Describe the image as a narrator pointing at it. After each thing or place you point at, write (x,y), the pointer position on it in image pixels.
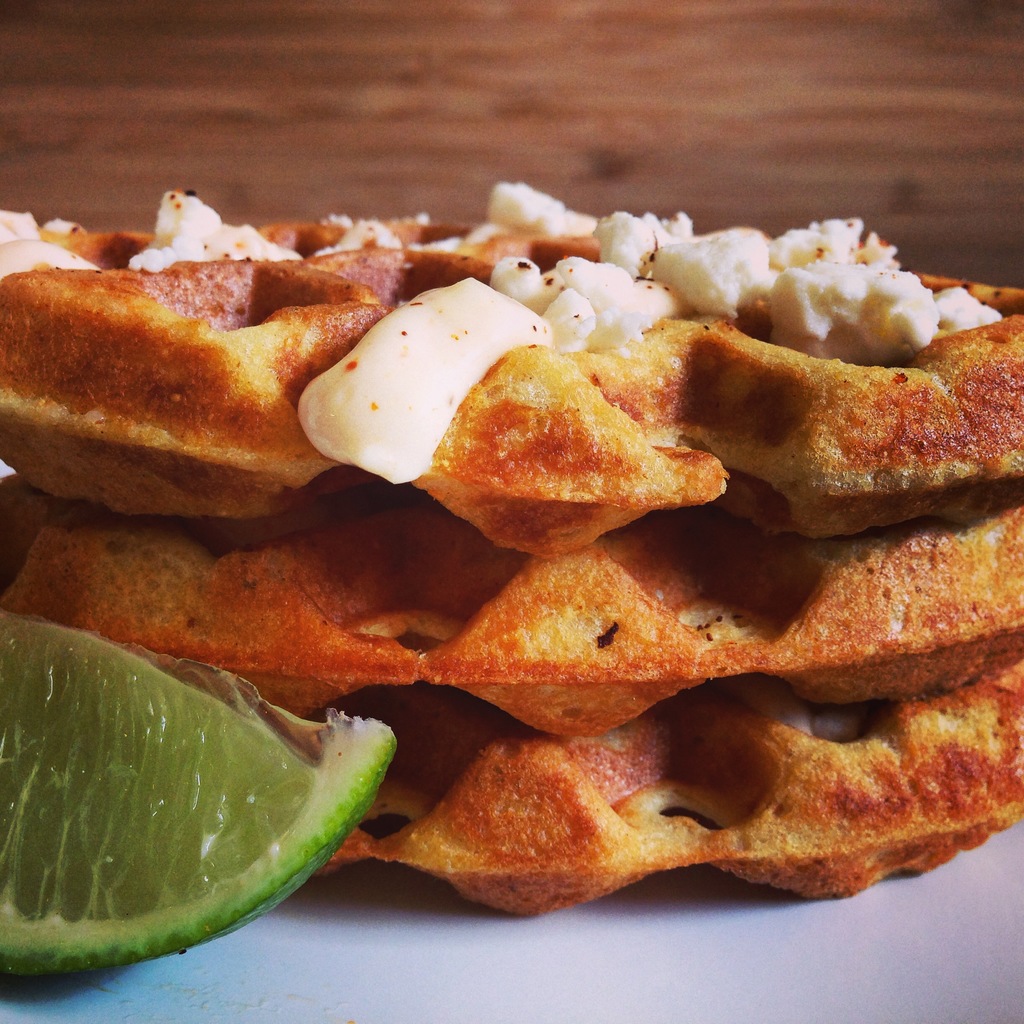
In this picture we can see some food items (526,251) on a white surface (320,963).
